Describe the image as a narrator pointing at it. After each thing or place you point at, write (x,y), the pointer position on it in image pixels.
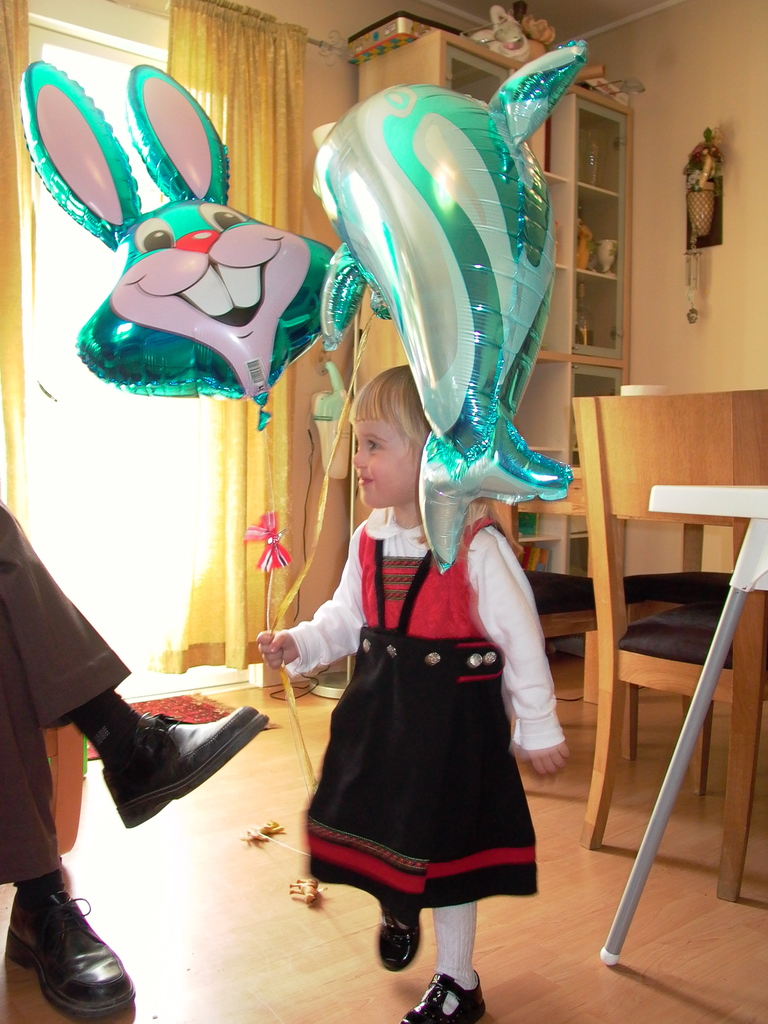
This picture is clicked inside the house (300,483), where a girl (380,485) is standing in the middle (440,670). At the right side (676,464) there is the chair (663,461) and table (572,504), cupboard (604,215). In the center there is a curtain (246,106) to the window (150,46). Left side (27,758) the legs (42,710) of a person (45,780) with shoes (142,758) which black in colour is visible.
